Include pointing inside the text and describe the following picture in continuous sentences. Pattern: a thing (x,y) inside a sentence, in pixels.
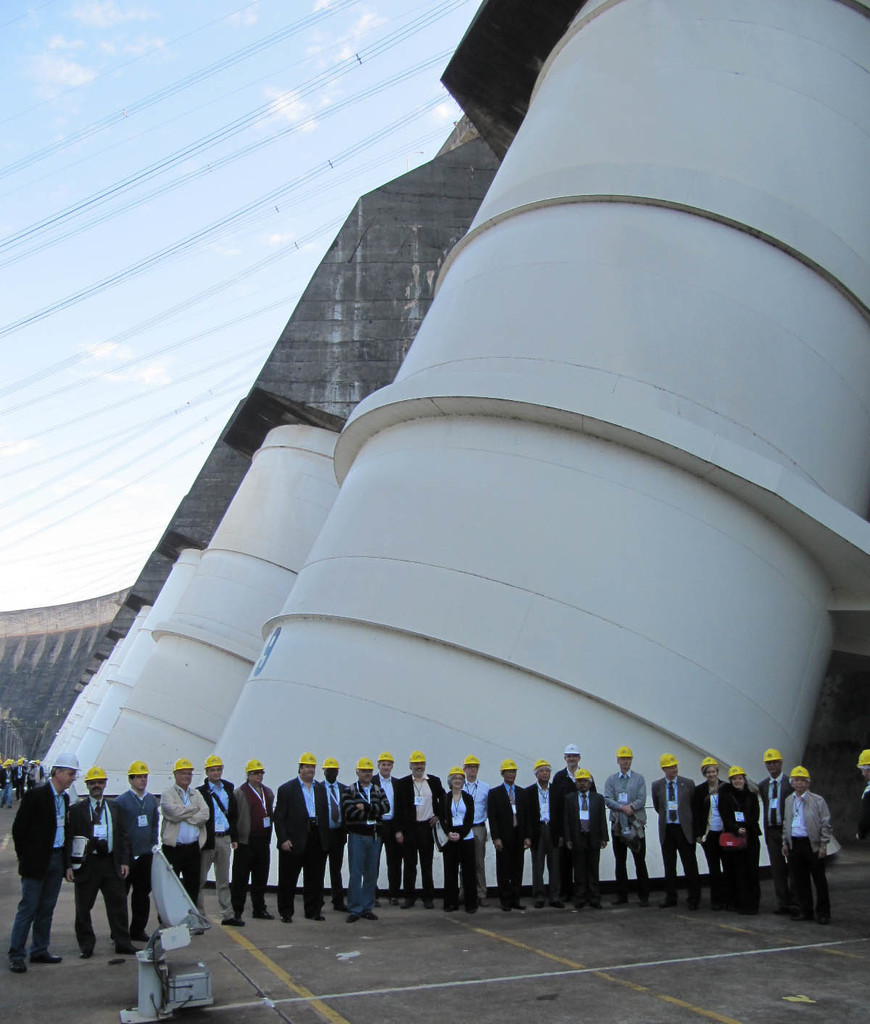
In this image there are a group of people (359,818) wearing helmets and standing, and at the bottom (169,924) there is some machine (169,985) and there is a walkway (676,972). In the background (327,718) there are some pipes (547,503), wall (90,659) and at the top (261,250) there is sky (220,312) and wires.
